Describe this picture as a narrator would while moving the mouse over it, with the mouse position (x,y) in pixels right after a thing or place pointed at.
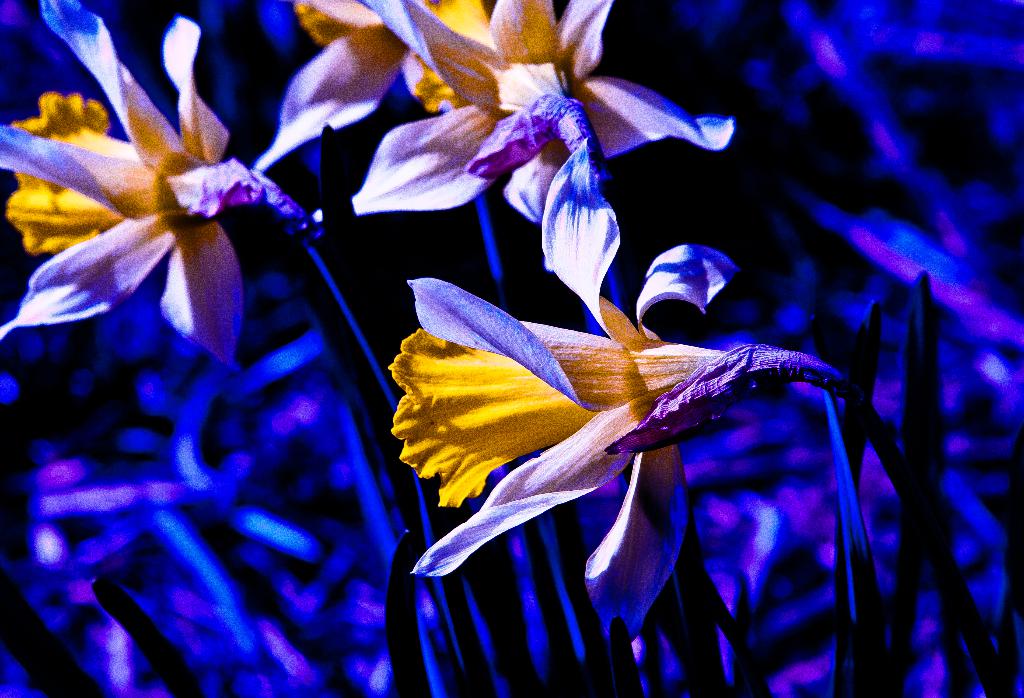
In this picture we can see few flowers (420,408) and blurry background (635,203).
